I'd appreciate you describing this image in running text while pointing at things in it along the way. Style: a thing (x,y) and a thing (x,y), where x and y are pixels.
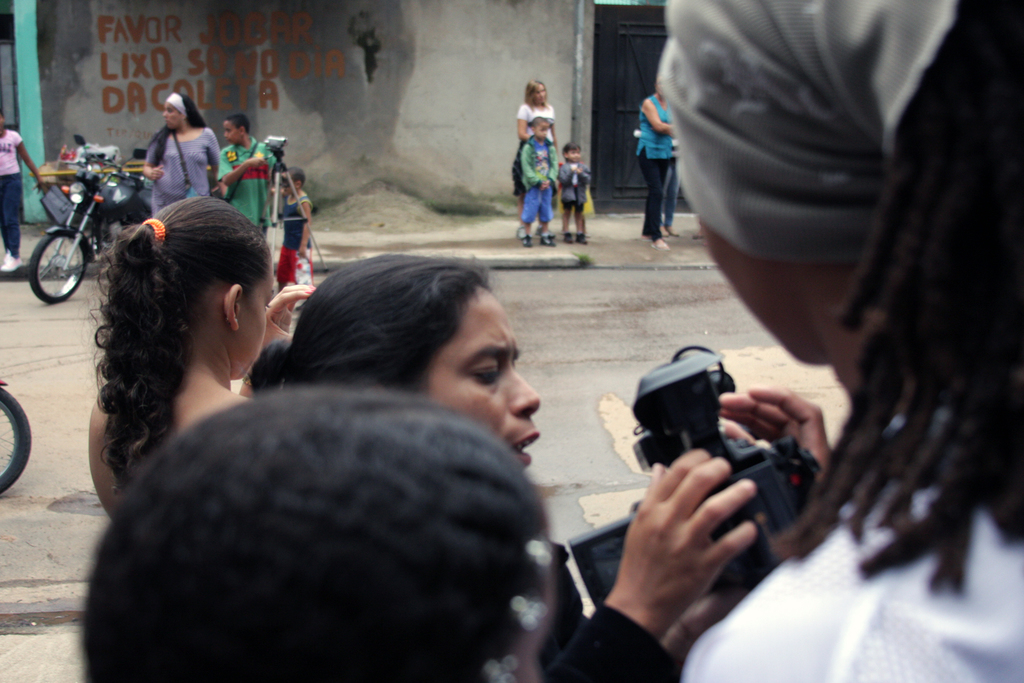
In this image there are a group of persons (387,366) standing, the persons (291,197) are holding an object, there is a road (72,327) towards the left of the image (48,349), there are vehicles (6,471) on the road (73,320), there are objects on the road (42,372), there is a gate (627,72) towards the top of the image (640,58), there is a wall (314,62) towards the top of the image (341,76), there is text (248,73) on the wall (272,75).
